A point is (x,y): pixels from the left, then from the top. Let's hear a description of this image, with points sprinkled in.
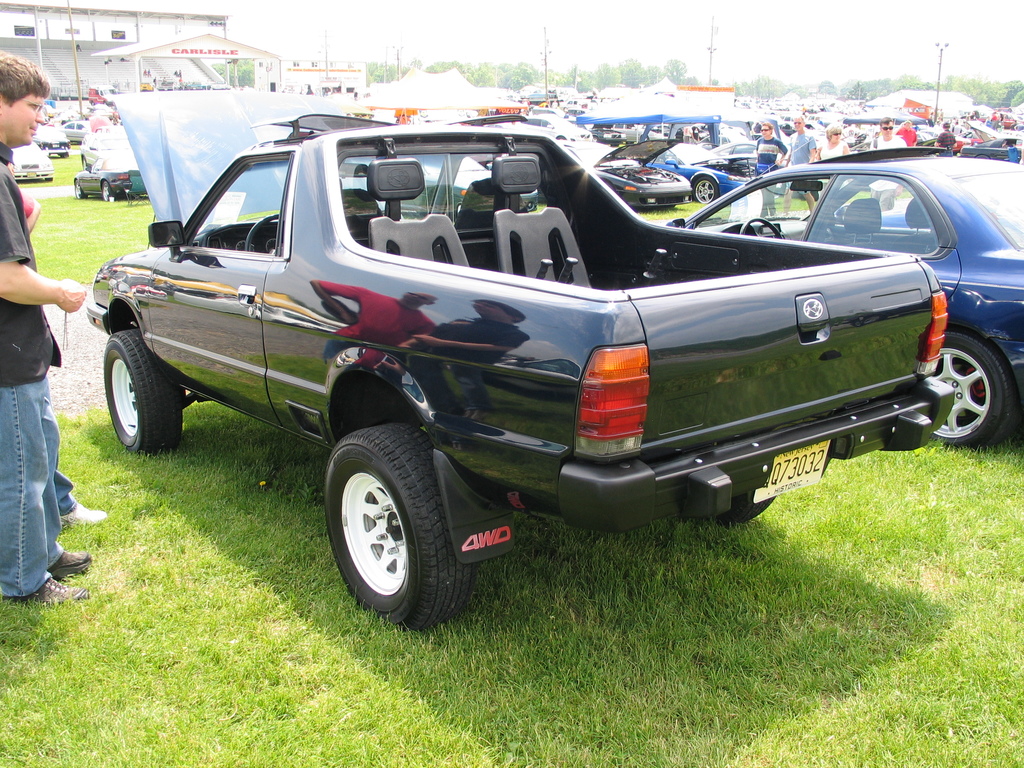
In this image we can see a group of cars (674,387) placed on the ground (649,617). We can also see some grass (793,612) and a group of people (835,140) standing beside the cars (868,193). On the backside (819,67) we can see some poles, a group of trees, a building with windows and roof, and the sky (656,42) which looks cloudy.
